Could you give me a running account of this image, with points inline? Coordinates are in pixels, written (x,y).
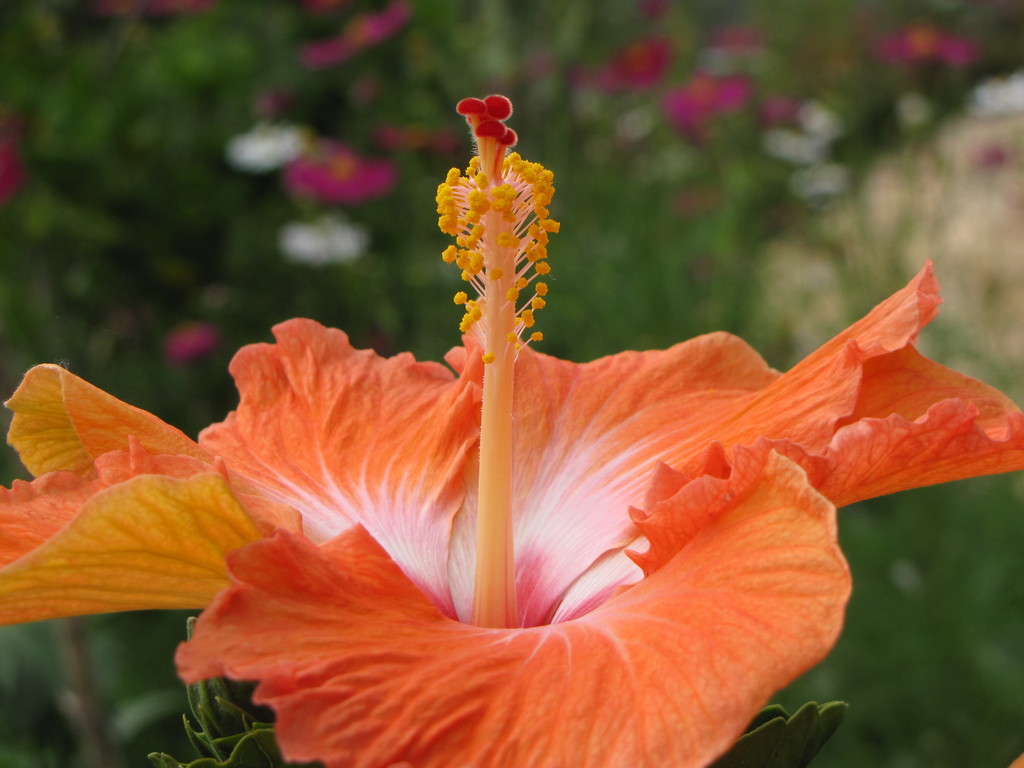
In this picture I can see a hibiscus flower (455,420), and there is blur background (20,121).
